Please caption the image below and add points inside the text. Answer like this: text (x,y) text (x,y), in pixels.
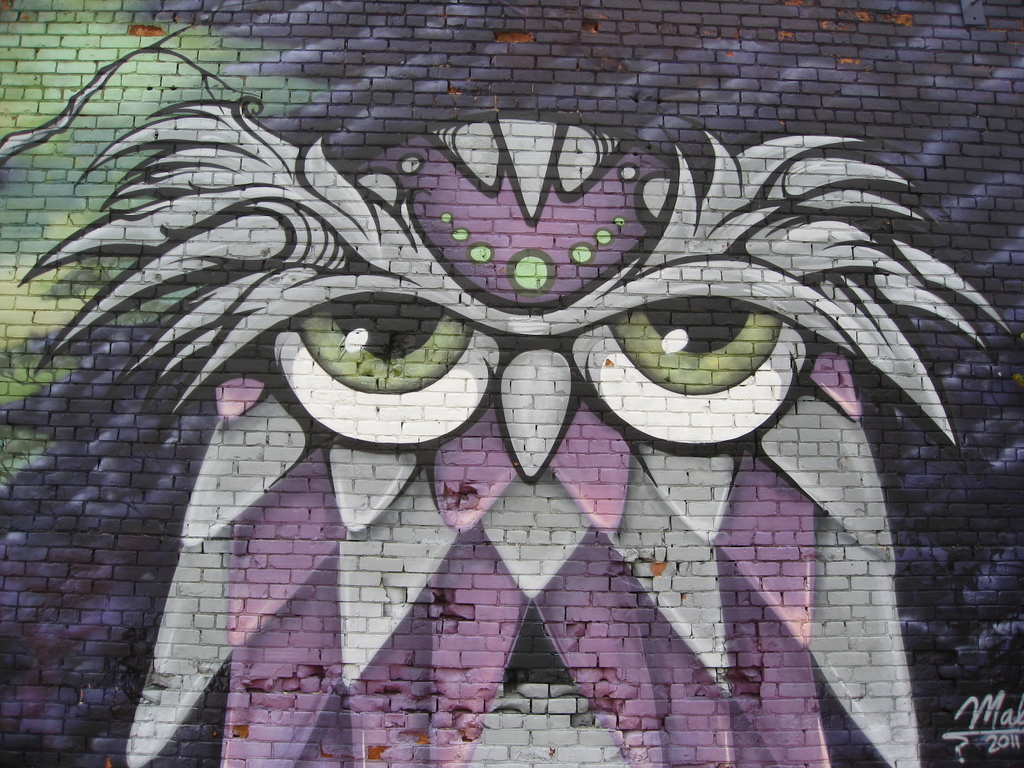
In this image I see the wall (503,329) on which there is an art (184,456) which is colorful and I see a word (978,710) and numbers (1002,746) written over here.
